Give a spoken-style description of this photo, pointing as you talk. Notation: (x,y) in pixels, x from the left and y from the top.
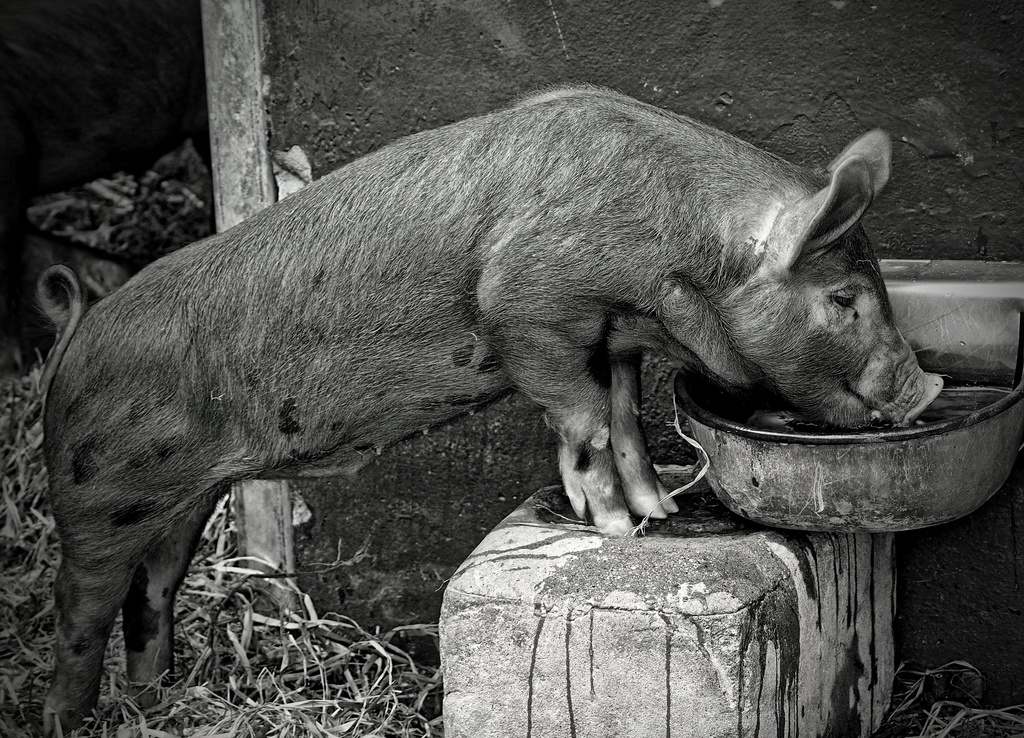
This is a black and white image. In this image there is a pig (620,306) drinking water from a bowl (775,448). Pig (862,402) is standing on a stone (693,590). In the back (524,52) there is a wall (439,53). On the ground (304,648) there are some items (285,632).
